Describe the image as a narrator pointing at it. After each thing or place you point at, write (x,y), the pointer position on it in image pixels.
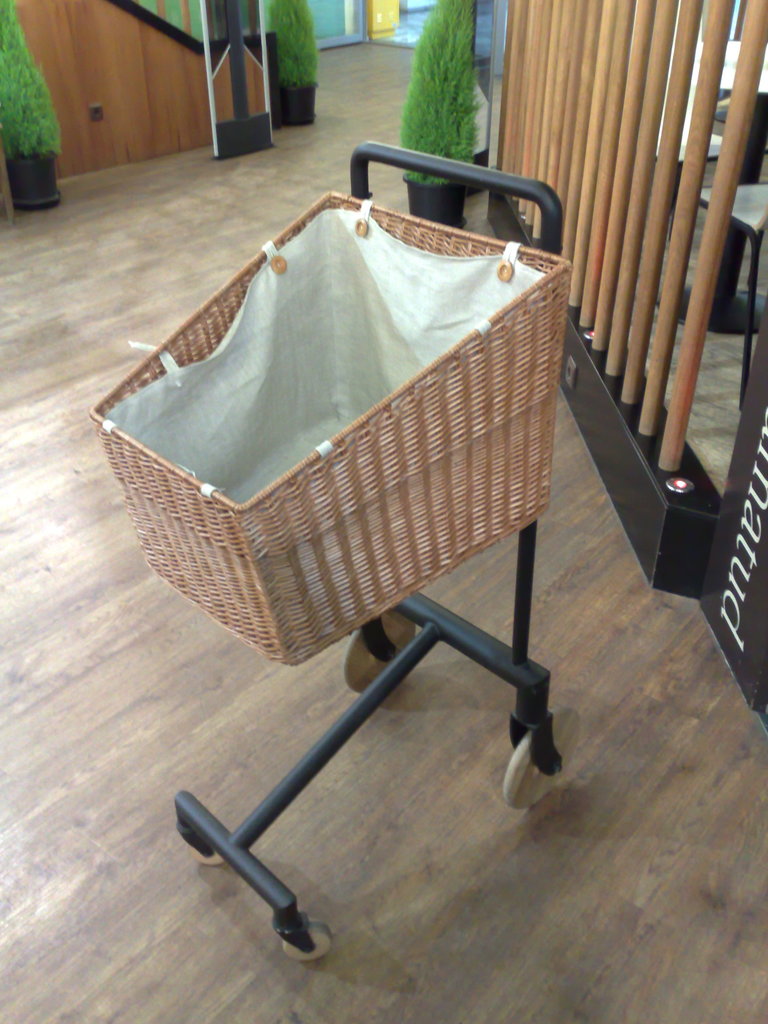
In this image I can see a trolley (430,233) and in it I can see white colour thing (294,374). In the background (461,133) I can see few plants (41,140) in pots (26,161). Here I can see something is written.
